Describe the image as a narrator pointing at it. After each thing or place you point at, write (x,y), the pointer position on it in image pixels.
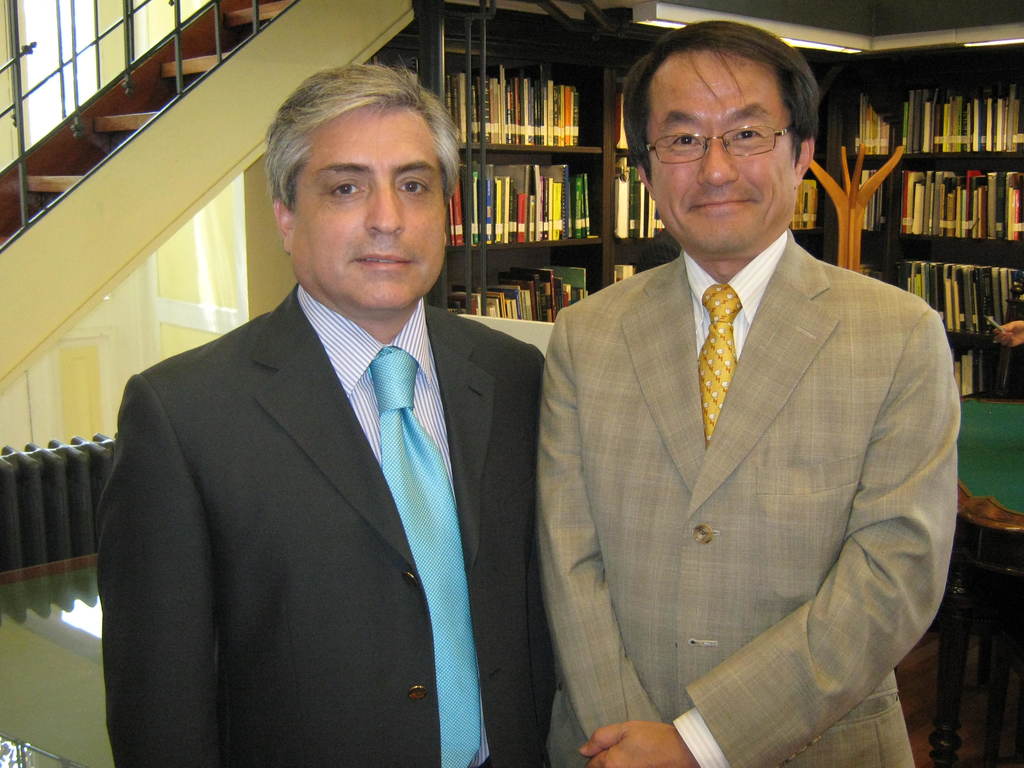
In this image, we can see people (350,340) wearing coats (490,440) and ties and one of them is wearing glasses (699,153). In the background (229,124), there stairs (330,8), railings (124,72) and we can see books (968,188) in the racks (613,139) and we can see some stands (826,180).
